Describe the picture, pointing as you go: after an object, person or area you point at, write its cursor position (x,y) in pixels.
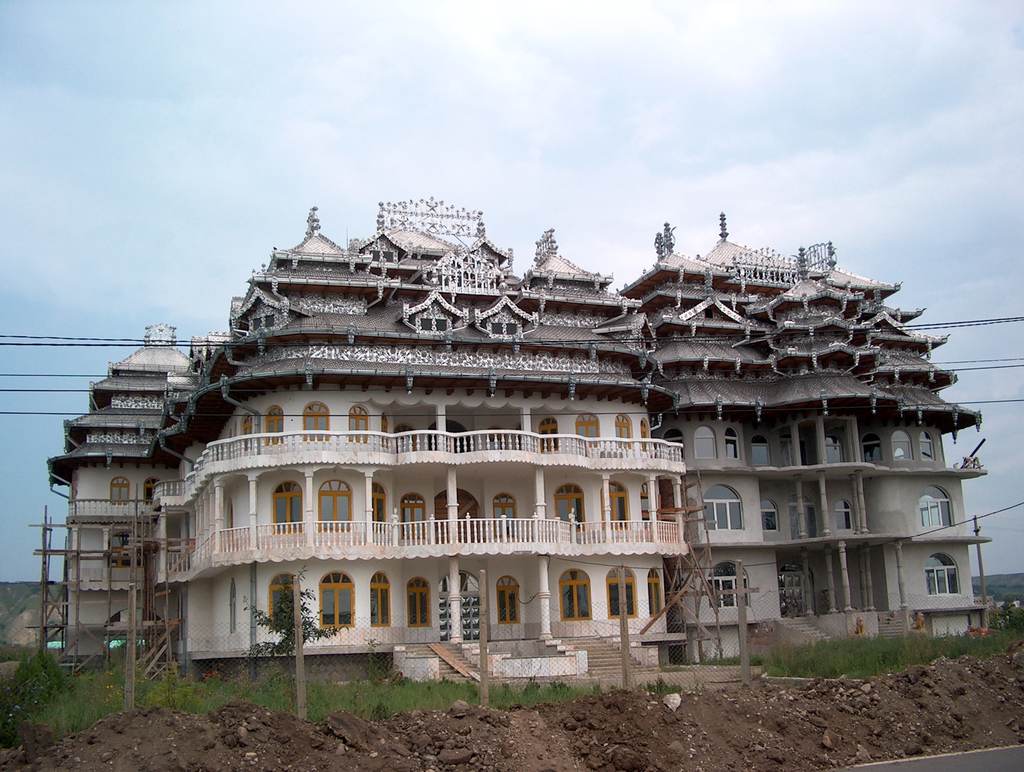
In this image we can see houses (529,293), trees (29,703), mud (999,723), wires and the sky (157,295) with clouds (80,182) in the background (43,366).
